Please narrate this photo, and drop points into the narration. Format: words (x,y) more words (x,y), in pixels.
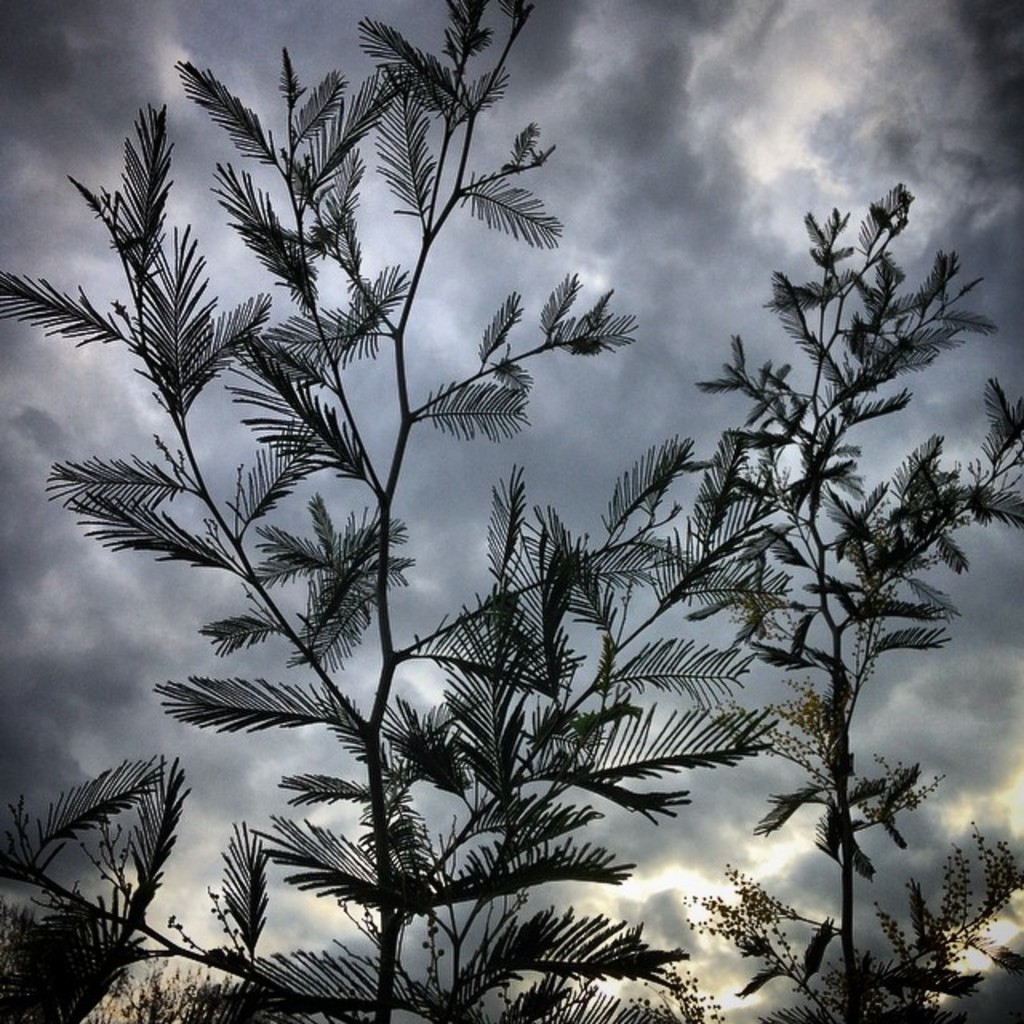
In this picture we can see trees (290,383) and in the background (223,437) we can see the sky (343,511) with clouds (193,792).
